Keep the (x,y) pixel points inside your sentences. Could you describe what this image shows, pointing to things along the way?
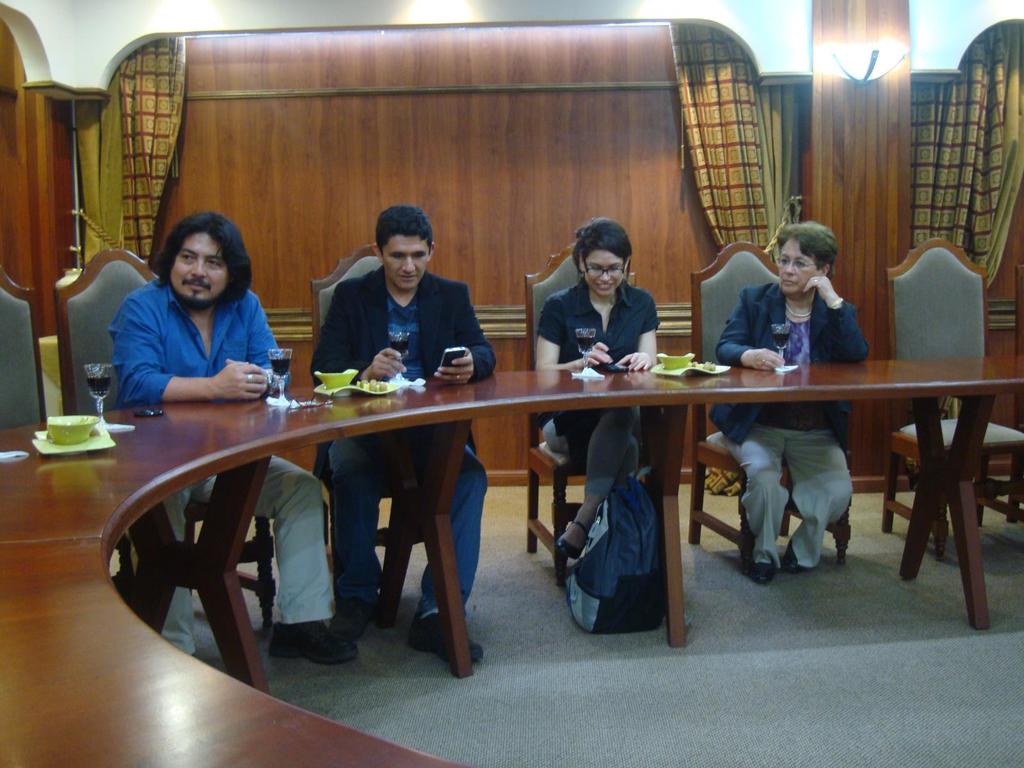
In this image I see 2 men (426,342) and 2 women (798,273) and all of them are sitting on the chairs (531,339) and there is a table (1,432) in front of them on which there are cups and glasses (99,387). In the background (171,123) I see the wall (327,70), curtains (1004,65) and the light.
